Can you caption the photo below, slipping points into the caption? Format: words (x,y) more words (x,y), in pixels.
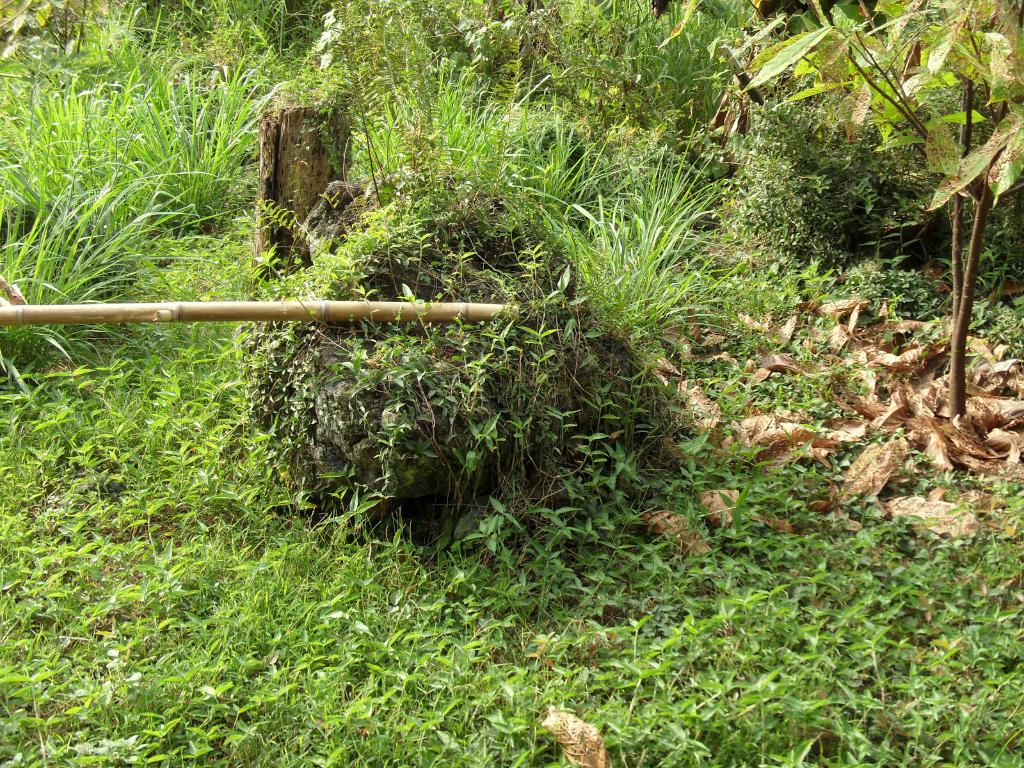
In this picture we can see grass (525,579) at the bottom (561,631), there are some plants (484,186) in the background (663,44), we can see a stick (281,302) on the left side (256,320).
